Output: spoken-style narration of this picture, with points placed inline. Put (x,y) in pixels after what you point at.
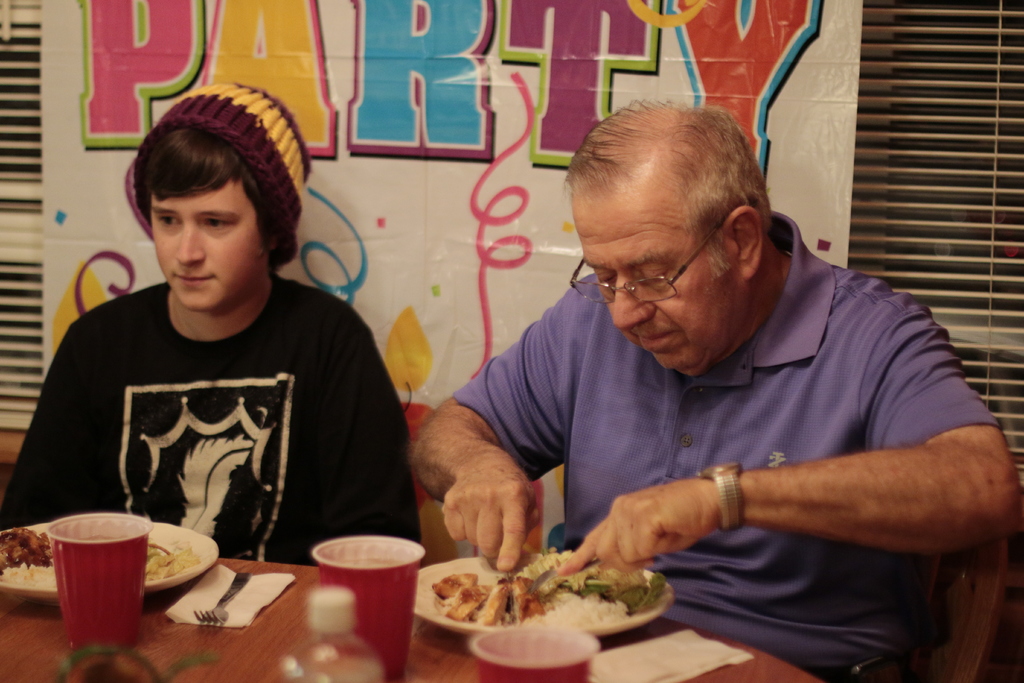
In this image we can see few people (590,532). There is some food (536,563) on the plates (460,594). There are few objects (298,665) on the table (267,660). There is a banner (582,90) in the image. There is some text (544,30) on the banner (484,52).
